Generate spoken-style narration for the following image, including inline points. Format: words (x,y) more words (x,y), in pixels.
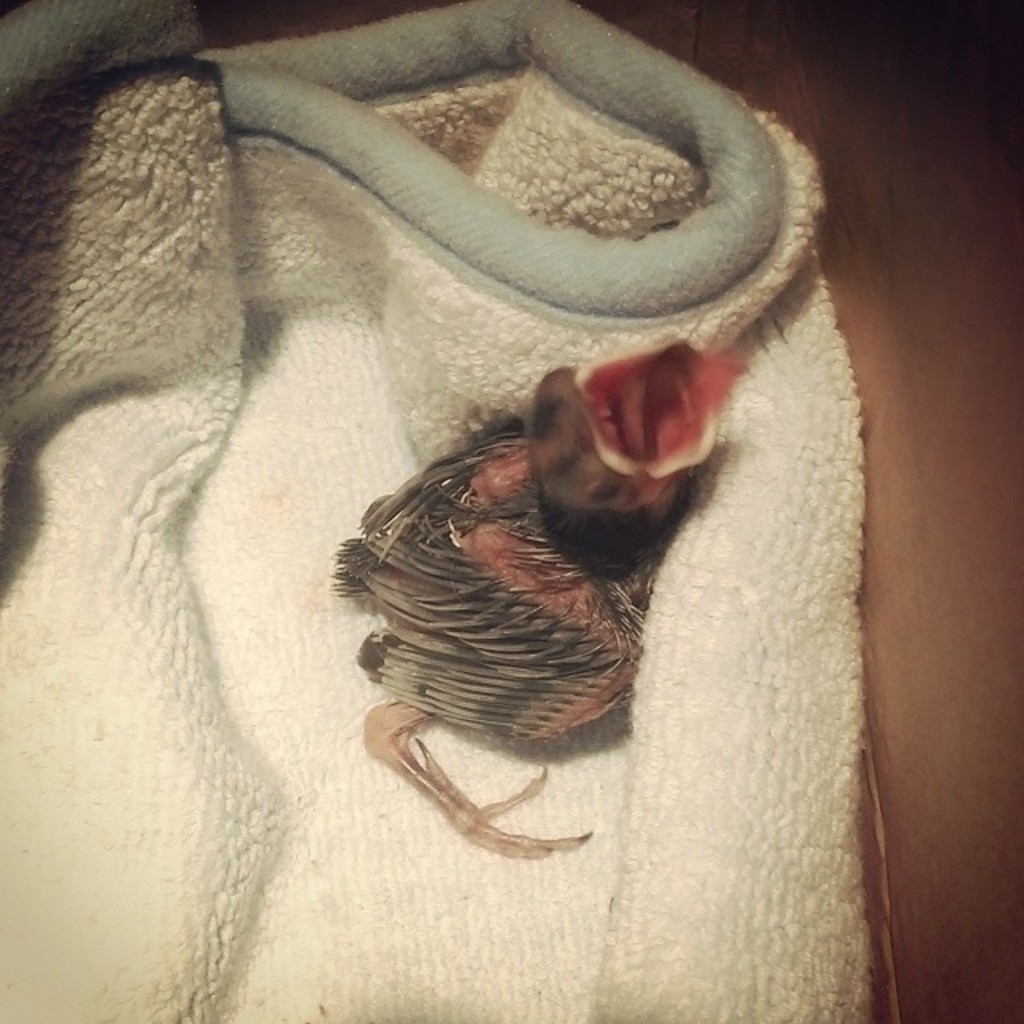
In this image I can see a small bird (567,625) inside the towel (39,802).
